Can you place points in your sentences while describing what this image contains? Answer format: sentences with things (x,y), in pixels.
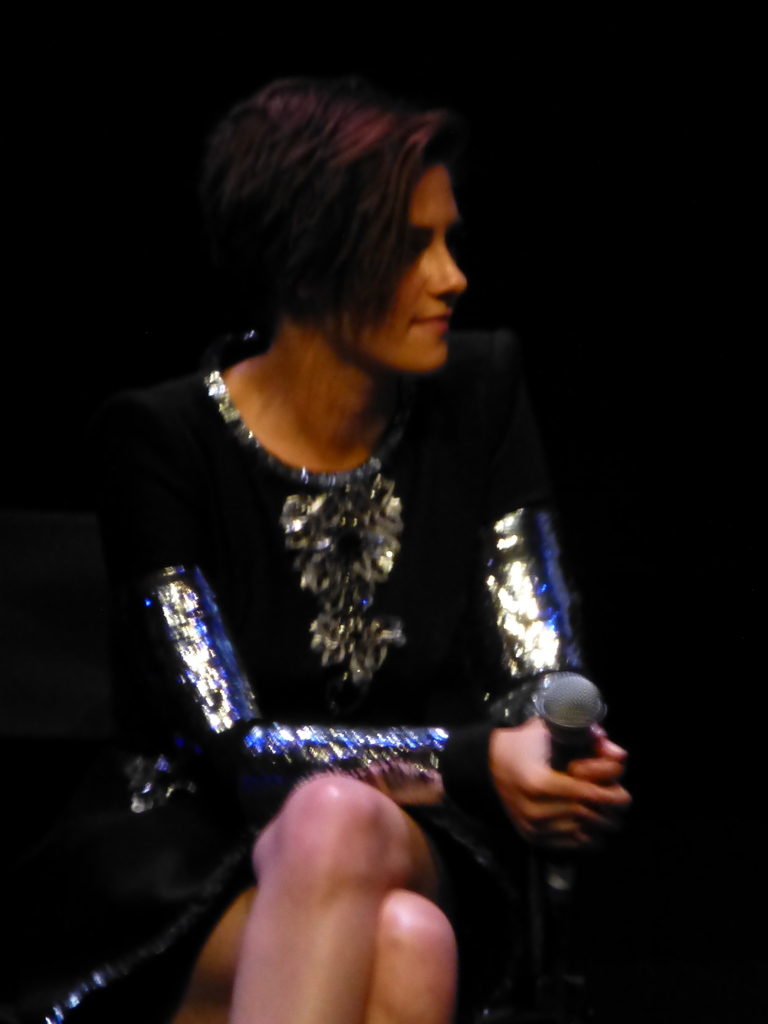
In this image I can see the person (190,649) wearing the black, silver and blue color dress (248,763). I can see the person (463,760) holding the mic (595,715). And there is a black background (572,222).
